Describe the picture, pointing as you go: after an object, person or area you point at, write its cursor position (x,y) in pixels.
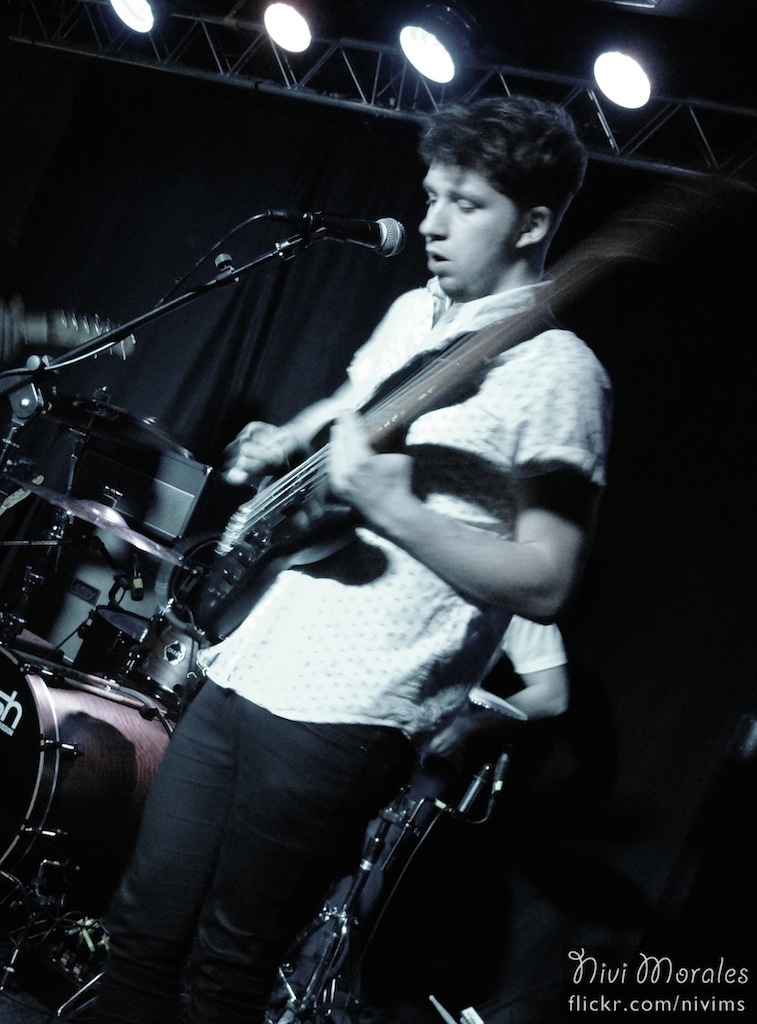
This Image is clicked in musical concert. There is a person (432,709) who is playing guitar (277,572) and he is singing something. There are lights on the top (629,104). There is a mic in front of him. Behind him there are drums (126,816) and some other person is playing the drums (126,767).
